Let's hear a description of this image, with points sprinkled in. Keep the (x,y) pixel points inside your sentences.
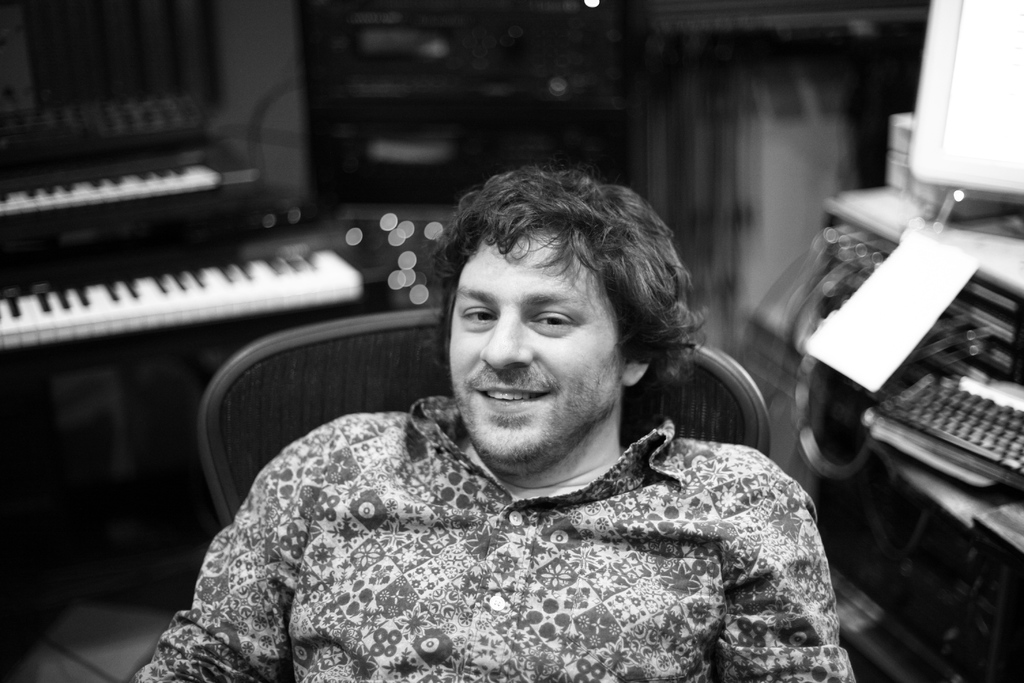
This is a black and white image, in this image there is a person (585,441) is sitting in a chair (387,383) is having a smile on his face (532,374), behind the person (502,376) there is a keyboard (334,276) and there is a monitor (929,156) on the table (943,224) and there is a keyboard (949,394).
